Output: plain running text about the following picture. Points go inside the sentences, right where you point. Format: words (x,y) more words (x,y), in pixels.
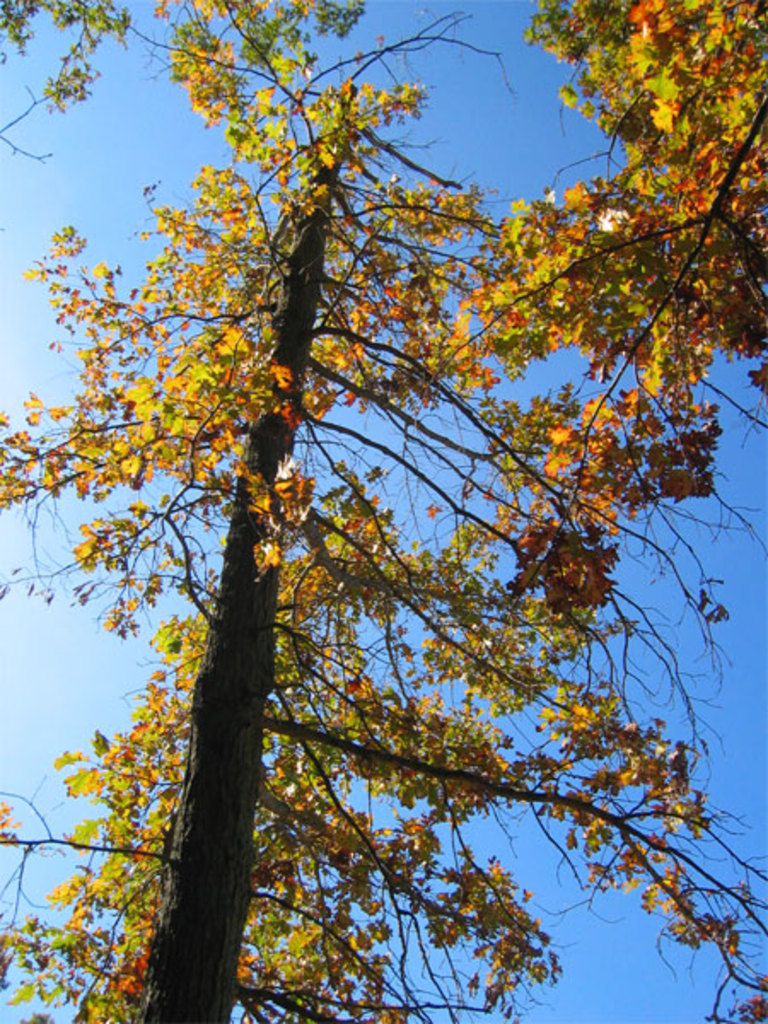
In this image I can see few trees (666,147) in the front (262,483) and in the background (607,166) I can see the sky (142,170).
